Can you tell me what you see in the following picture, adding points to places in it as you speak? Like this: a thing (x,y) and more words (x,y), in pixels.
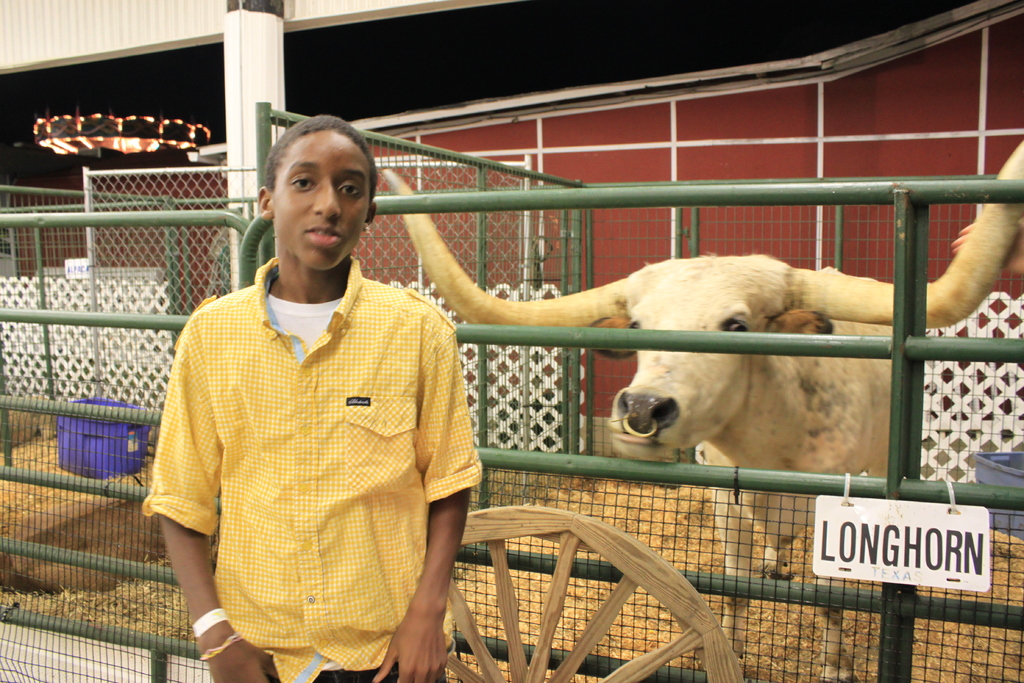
In the foreground of this image (292,503), there is a boy (284,453) standing in front of a fencing (508,327). Behind the fencing (514,348), there is an animal (725,320). In the background (671,156), there is fencing (424,158), wall (719,146), grass (137,584), a blue color object (99,433) and few lights (112,118) in the dark. On the right (897,521), there is a board (912,564) and a wooden object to the fence (84,411).
